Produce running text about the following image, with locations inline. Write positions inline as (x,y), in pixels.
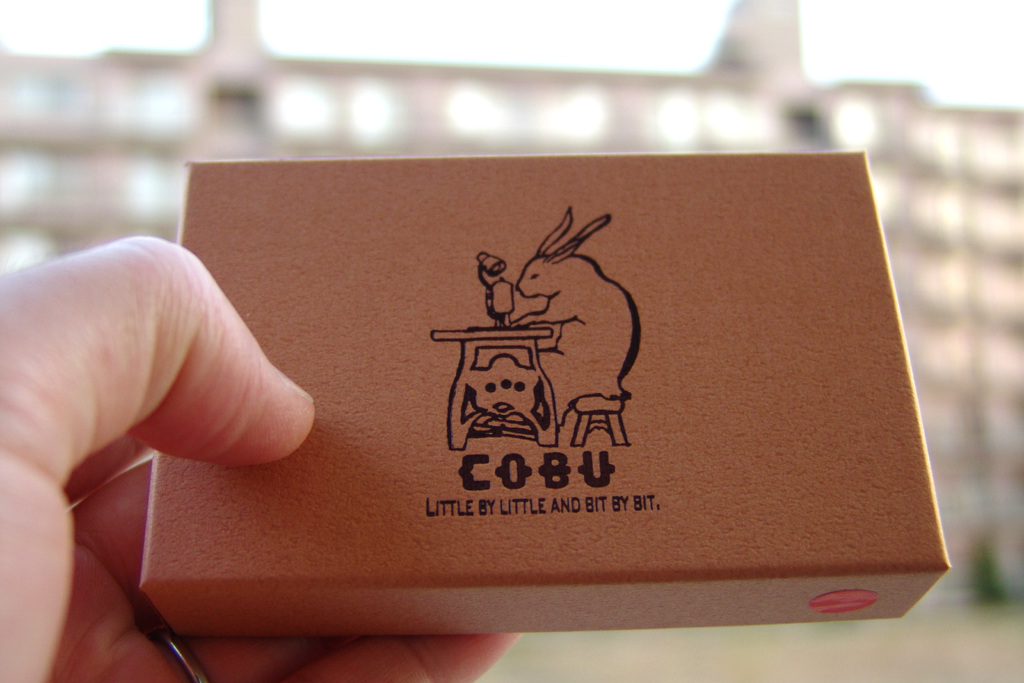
In this picture I can see the fingers (35,665) of a person (203,363) holding an object (422,317), and there is blur background (267,88).
